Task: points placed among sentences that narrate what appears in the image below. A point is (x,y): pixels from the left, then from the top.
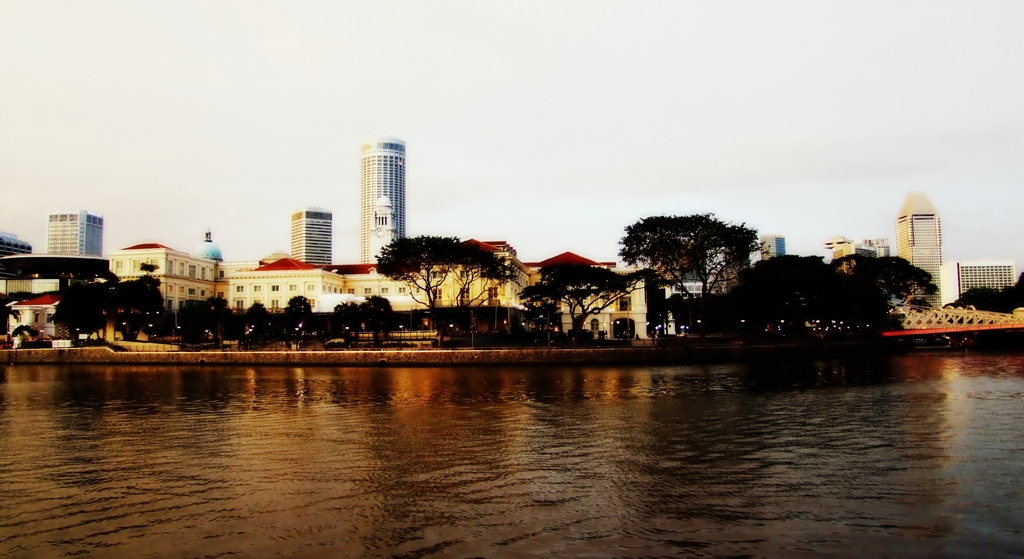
In the picture I can see water (354,498) and there are few trees (360,317) and buildings (222,293) in the background (305,300).
